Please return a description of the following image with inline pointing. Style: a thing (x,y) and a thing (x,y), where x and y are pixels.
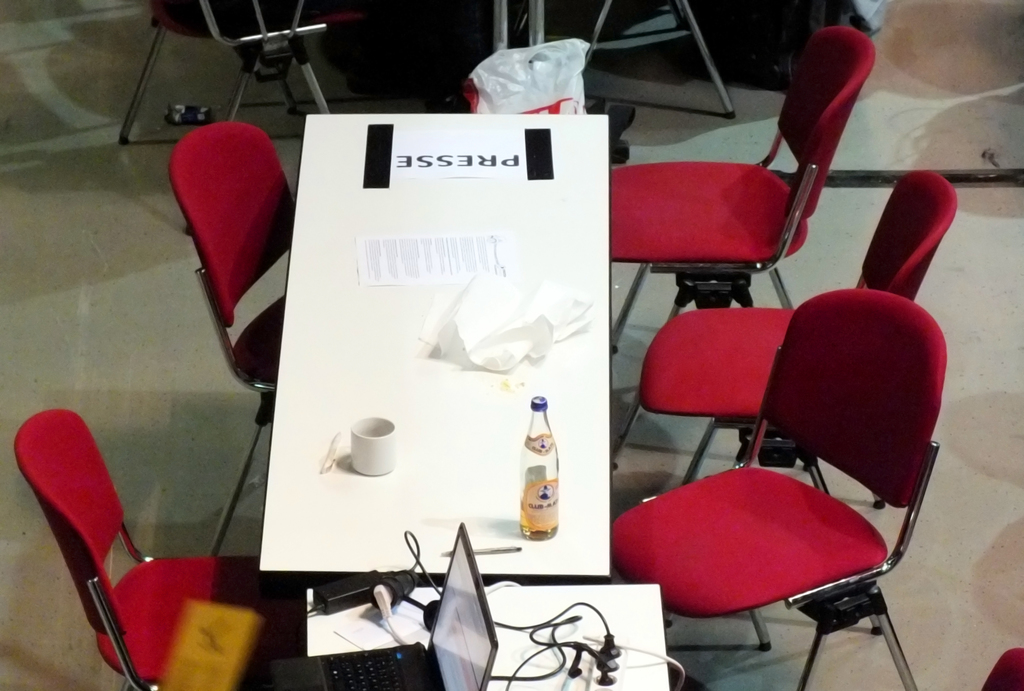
in the picture we can see a table (547,246) and chairs (672,265) around it we can also see a laptop (468,541) and a bottle (552,455) on the table (424,516).
